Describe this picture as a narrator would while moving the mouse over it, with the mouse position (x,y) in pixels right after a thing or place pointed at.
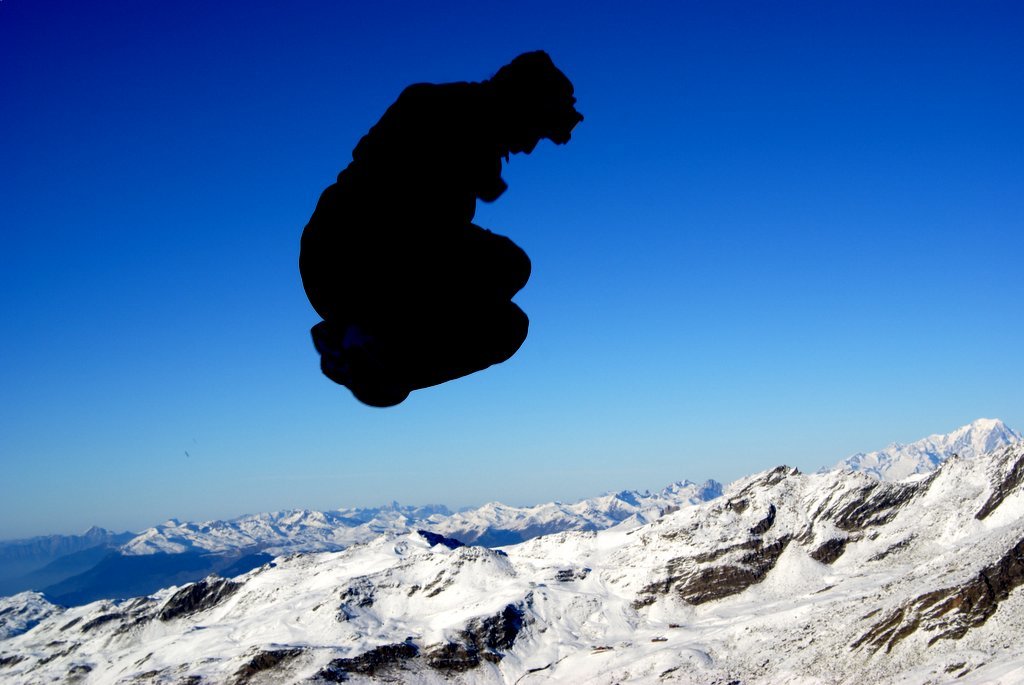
In this image we can see a person (524,248) in the air (547,220). In the background (451,623) we can see snow mountains (296,592) and the sky (372,471).
